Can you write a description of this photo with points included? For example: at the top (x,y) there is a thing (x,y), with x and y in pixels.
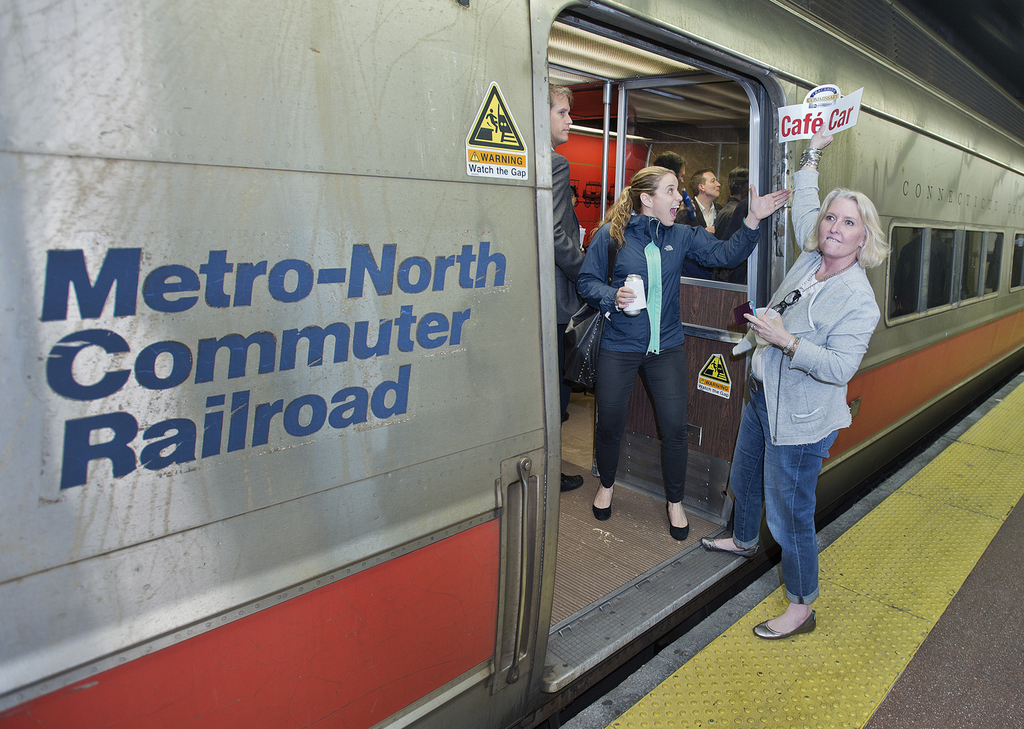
In this image there is a train (935,139), there is text (313,357) on the train (188,312), there are three men (553,147) standing, there are two women (648,314) standing, the women (636,241) are holding an object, there is ground (849,517) towards the right of the image (989,450), there are windows (950,273) towards the right of the image (962,257).
